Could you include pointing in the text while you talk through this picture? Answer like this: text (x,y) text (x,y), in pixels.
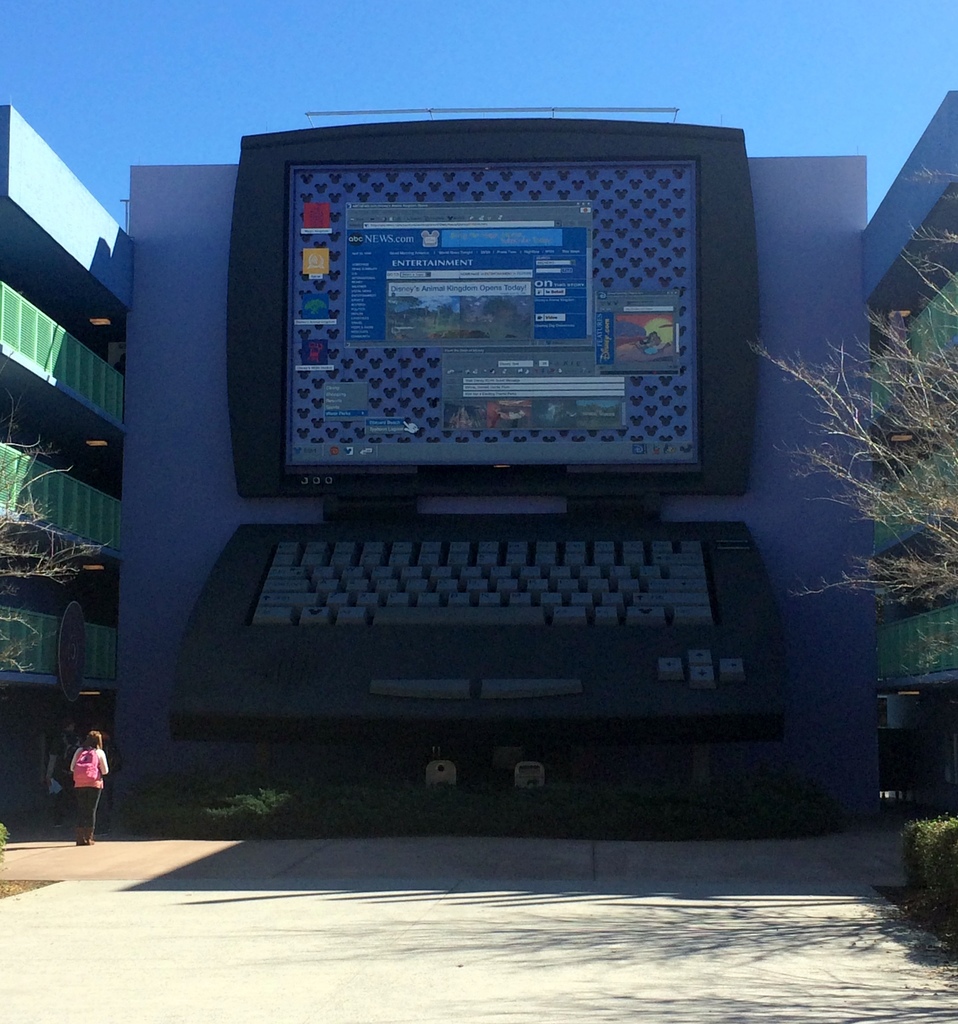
As we can see in the image there are buildings (930,785), trees (957,379), plants (347,822) and on the left side (85,811) there is a woman (89,787) carrying pink color backpack (78,782). On wall (759,203) there is painting (281,451) of screen (515,279) and keyboard (459,552). At the top (780,46) there is sky (491,83).
